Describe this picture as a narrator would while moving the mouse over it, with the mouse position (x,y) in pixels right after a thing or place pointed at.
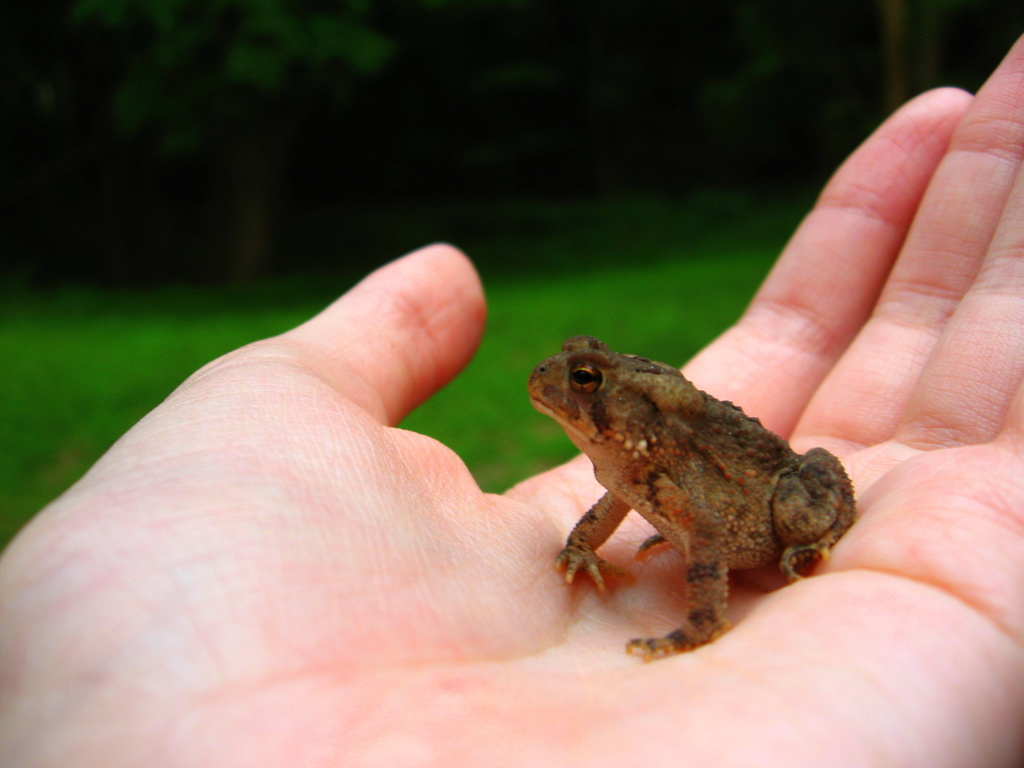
In this image I can see a person's hand (531,489) which is holding a frog (765,497).
